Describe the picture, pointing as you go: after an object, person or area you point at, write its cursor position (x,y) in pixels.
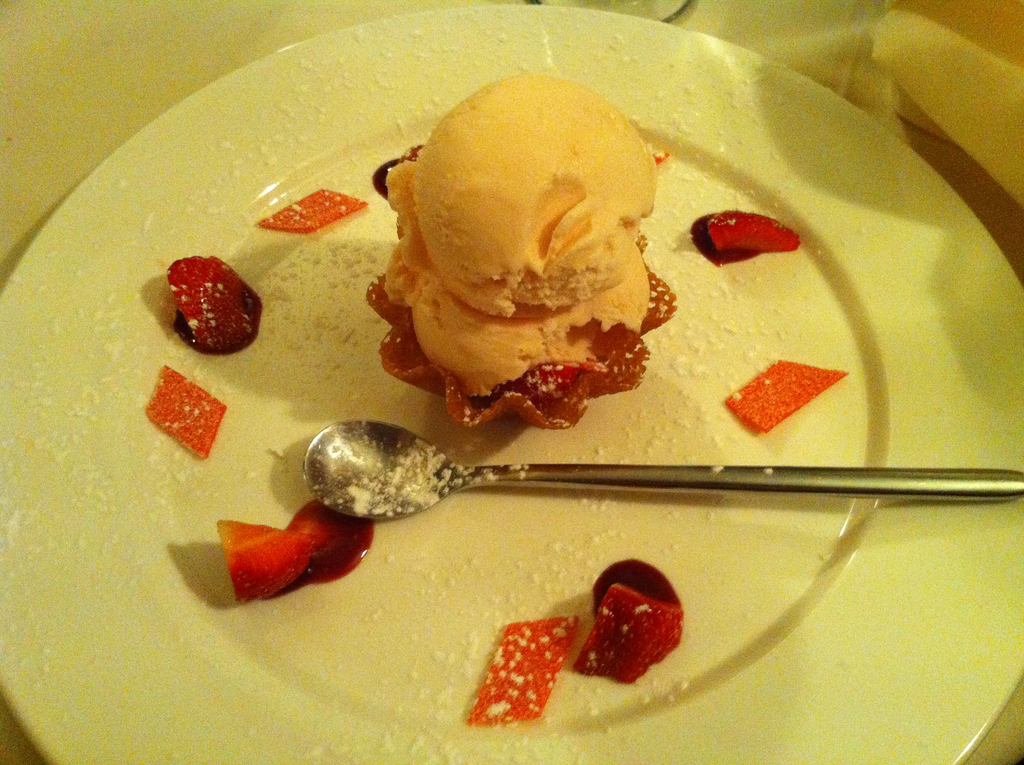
In this image there is a food item (470,399) and a spoon (321,442) on a plate (354,400), the plate (140,193) is on a table (197,68), beside the plate (775,122) there are some objects (942,59).
